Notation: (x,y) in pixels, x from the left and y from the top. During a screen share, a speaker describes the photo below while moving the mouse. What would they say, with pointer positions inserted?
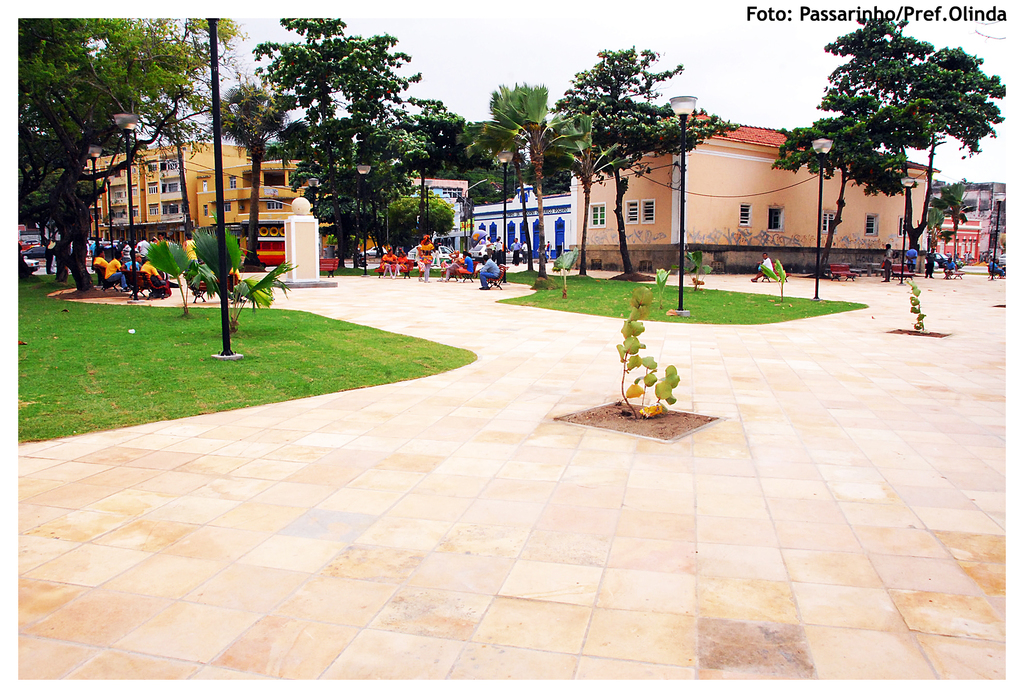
In this image we can see the buildings (677,226), grass (242,373). We can see the plants (215,285) and surrounding trees (275,106). In the middle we can see a pillar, we can see some people (492,268) on the benches (141,275). We can see the lights (217,157) and at the top (817,41) we can see the sky (850,26).
